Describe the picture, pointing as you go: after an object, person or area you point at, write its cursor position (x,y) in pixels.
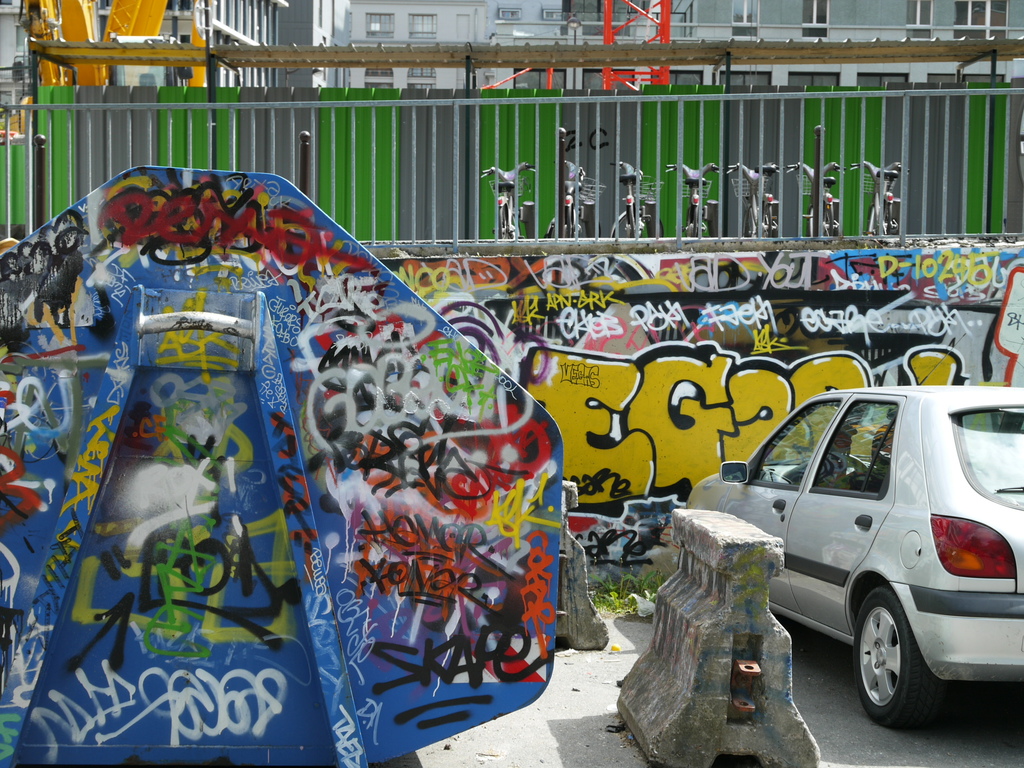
On the right side of the image (843,431) there is a car (830,497). On the left (273,688) we can see a board (178,574). In the background (548,337) there is a wall (689,398) and we can see graffiti (676,406) on it. At the top (459,97) there are buildings (438,73) and we can see fence (331,132). There are bicycles (500,180).
